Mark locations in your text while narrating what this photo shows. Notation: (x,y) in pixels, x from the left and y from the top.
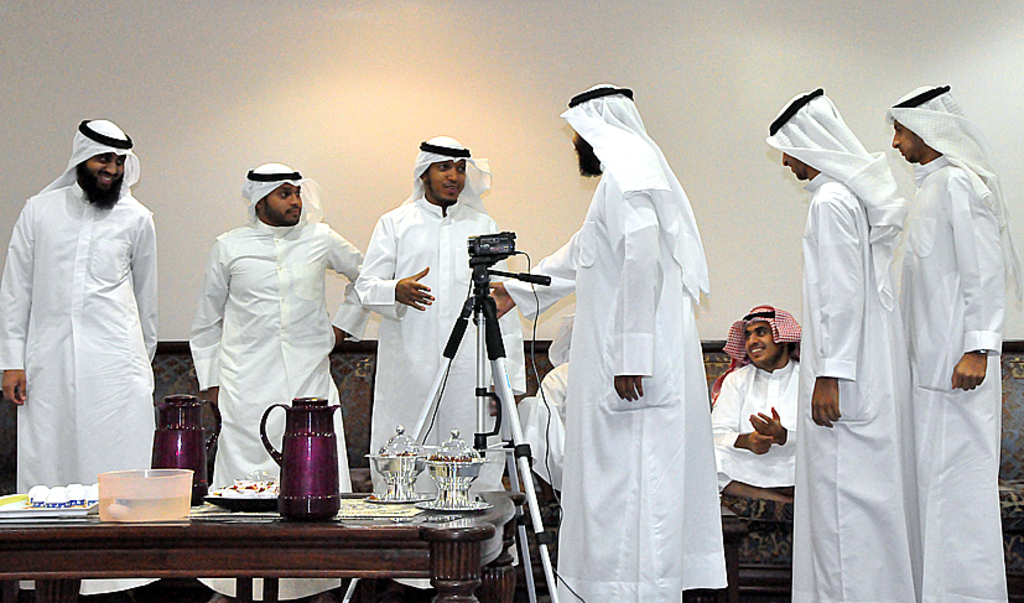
In the image there are many people (589,359), in the middle (488,306) there is a camera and stand (482,276). On the left (204,516) there is a table (250,538) on that there is a plate (253,504), box (121,498), jug (296,485) and some other items (418,473). In the background (774,513) there are two people (762,463) sitting on the sofa (753,541). On the left (124,327) there is a man (88,339) he is smiling.
